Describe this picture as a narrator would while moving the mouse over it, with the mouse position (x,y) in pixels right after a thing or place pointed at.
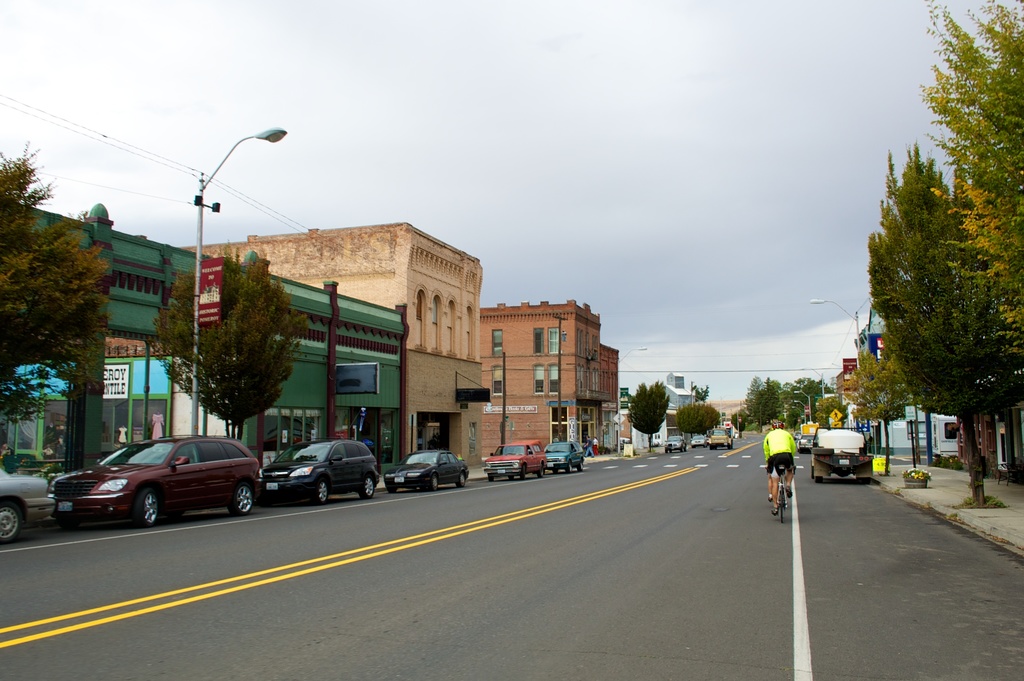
In this image, we can see vehicles (112,478) on the road (585,488) and we can see a person (767,457) riding a bicycle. In the background (441,365), there are trees (249,333), buildings (578,334), boards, poles (201,219), lights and there are wires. At the top (166,195), there is sky (549,204).
